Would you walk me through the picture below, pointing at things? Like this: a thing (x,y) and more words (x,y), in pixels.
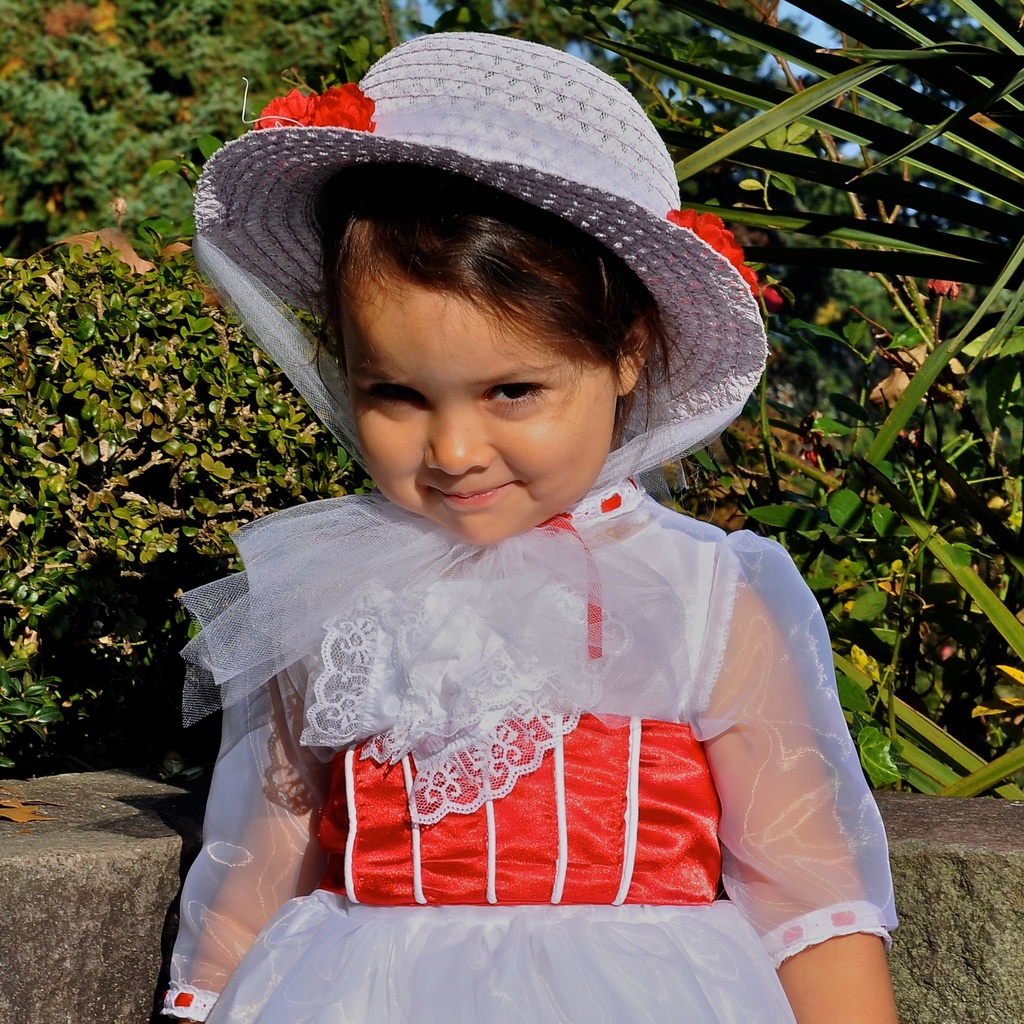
In this picture I can see a girl (492,616) standing, she is wearing a cap (627,155) and I can see few trees (657,42) in the back (821,19) and a blue sky (804,12).
